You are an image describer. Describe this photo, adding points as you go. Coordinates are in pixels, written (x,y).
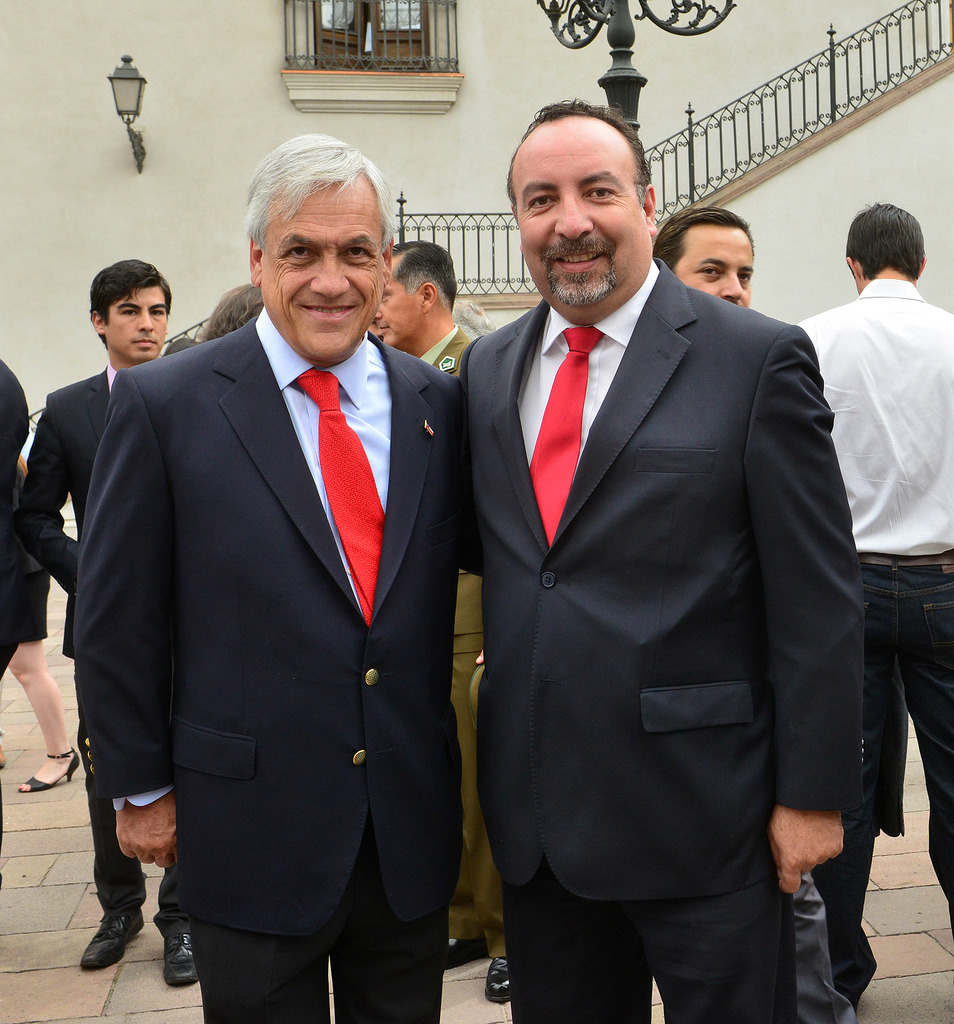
In this image there are two persons (702,369) standing and smiling, and in the background (431,355) there are group of people (401,344) standing, window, light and staircase (889,13) of a building (786,69).
